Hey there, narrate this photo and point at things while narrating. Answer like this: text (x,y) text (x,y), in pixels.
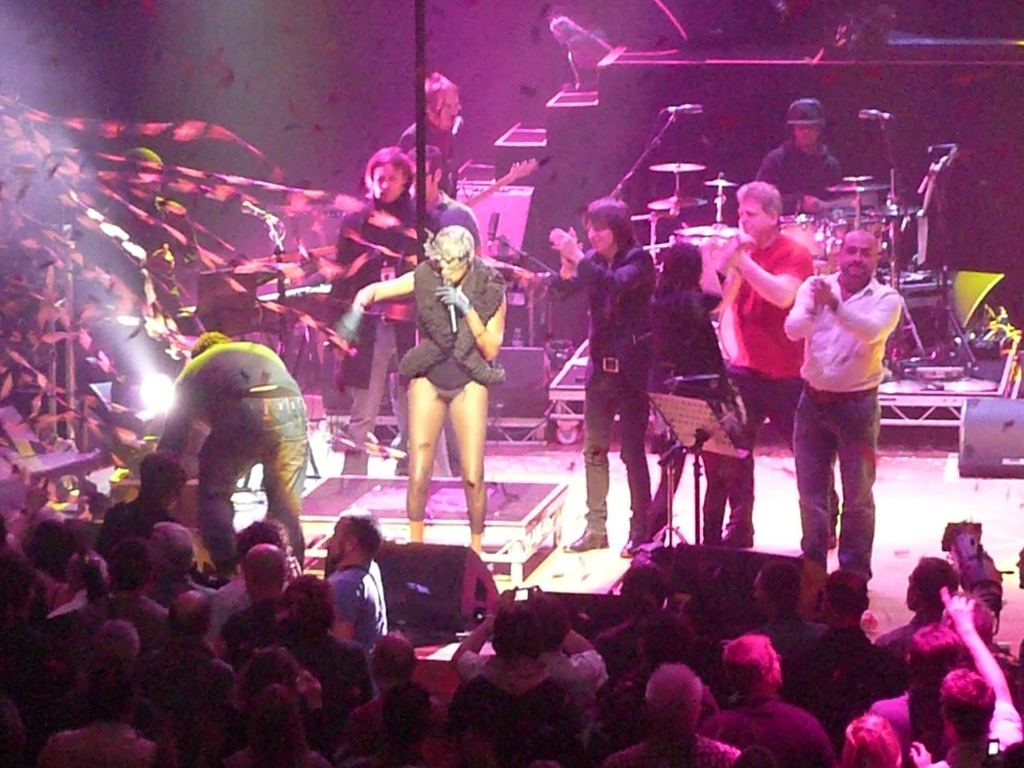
In the picture I can see people (288,382) among them some are standing on the stage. I can also see one of them is holding a microphone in the hand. On the stage (439,493) I can see musical instruments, stage lights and some other objects (1023,394) on the stage (451,477).
